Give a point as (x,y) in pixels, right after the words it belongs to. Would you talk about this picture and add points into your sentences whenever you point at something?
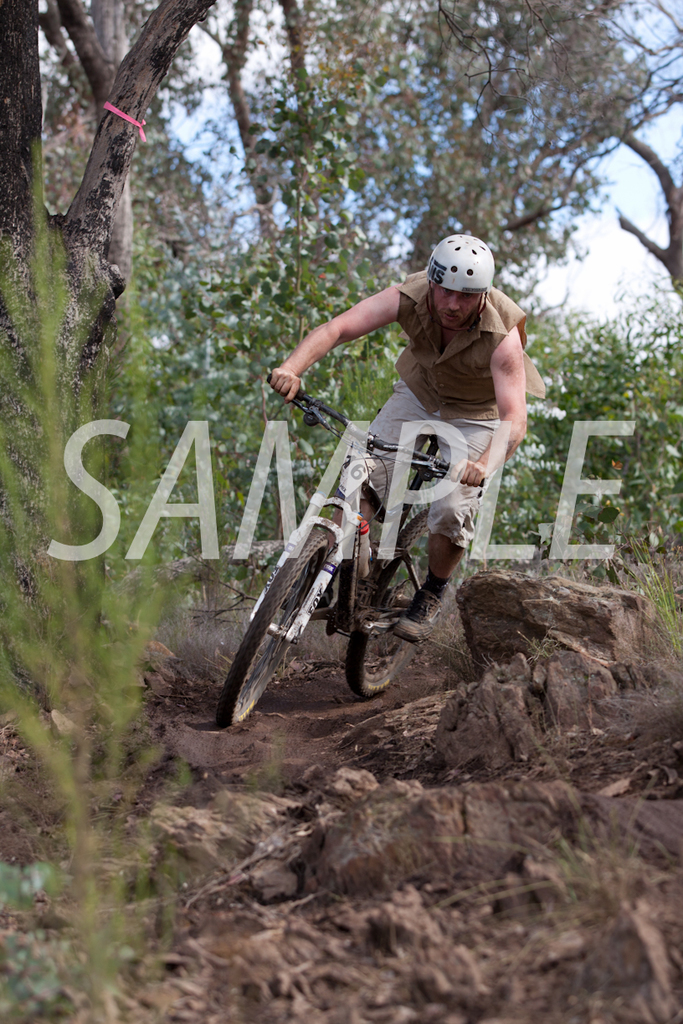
In this picture there is a man (407,313) riding a bicycle (377,576) wearing a helmet (448,271) on the mud (322,732). In the background (273,77), there is a tree (459,157) and a sky (603,212) here.
